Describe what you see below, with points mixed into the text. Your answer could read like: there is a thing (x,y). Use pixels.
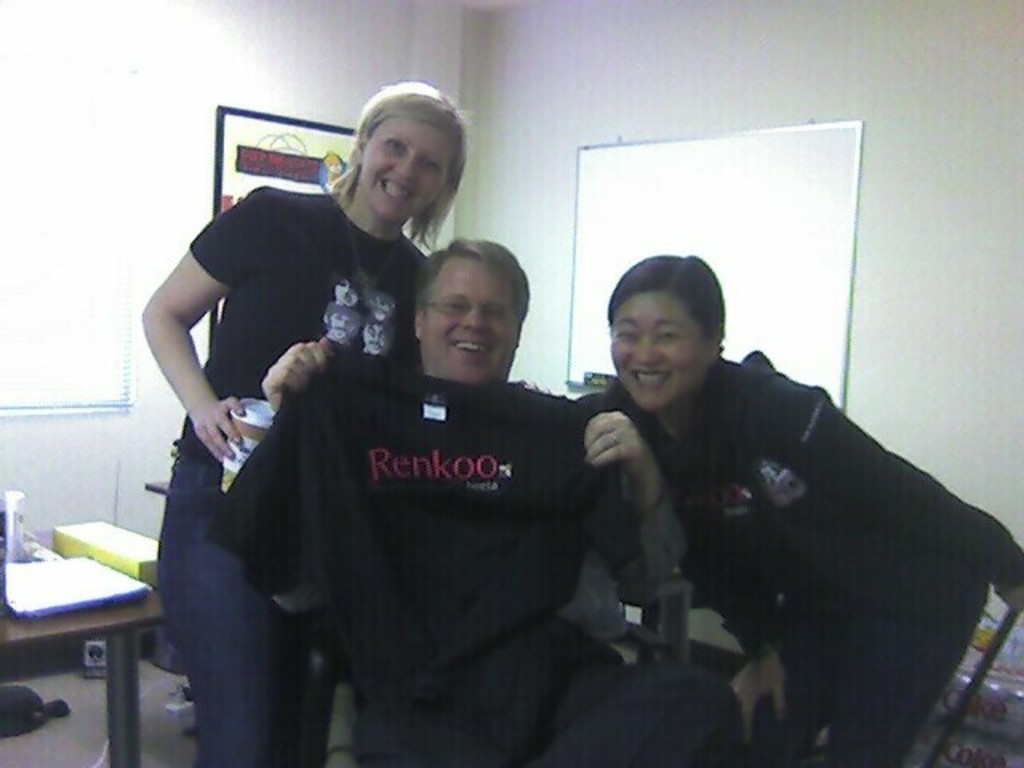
In this picture we can see a woman (364,149) is standing she is smiling she is wearing a black color t-shirt (232,263) and she is holding a tin (257,423) in her hand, and here is the man (492,343) sitting on a chair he is smiling, and beside him a woman (666,391) is smiling and here is the wall (963,83), and there is the table (100,611) and some papers (76,591) on it, here is the floor (41,755).
